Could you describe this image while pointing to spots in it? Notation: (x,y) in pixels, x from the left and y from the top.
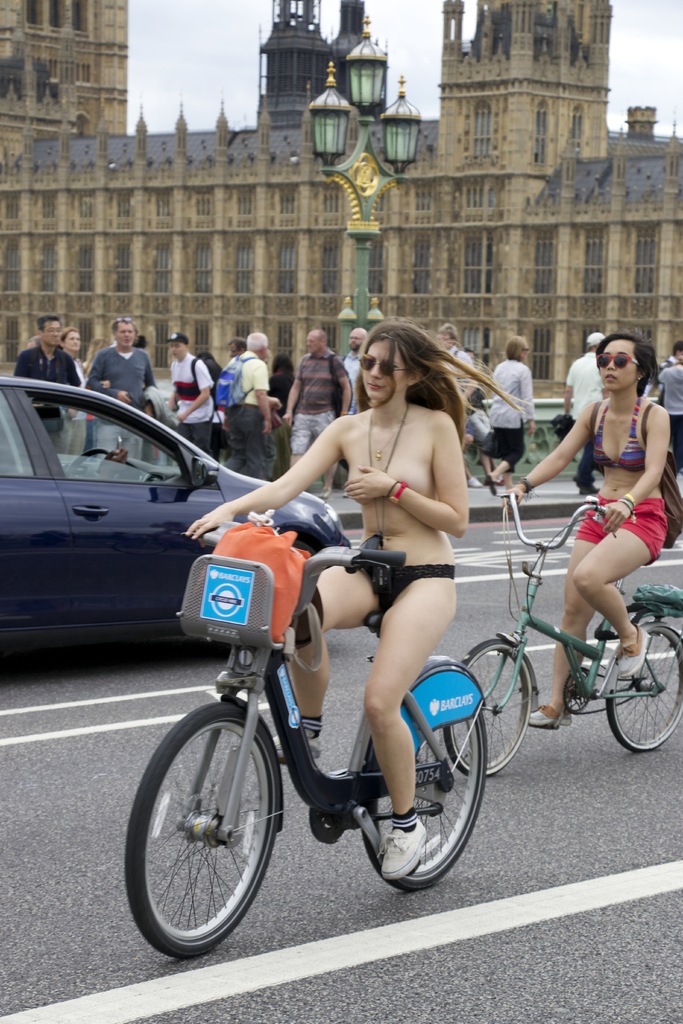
In this image two women (621,513) are riding bicycle (275,702). On the left (72,426) there is a car (107,444). There are few people (121,348) walking by the street side way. There is street light (342,107). In the background (342,260) there is building (342,239).
